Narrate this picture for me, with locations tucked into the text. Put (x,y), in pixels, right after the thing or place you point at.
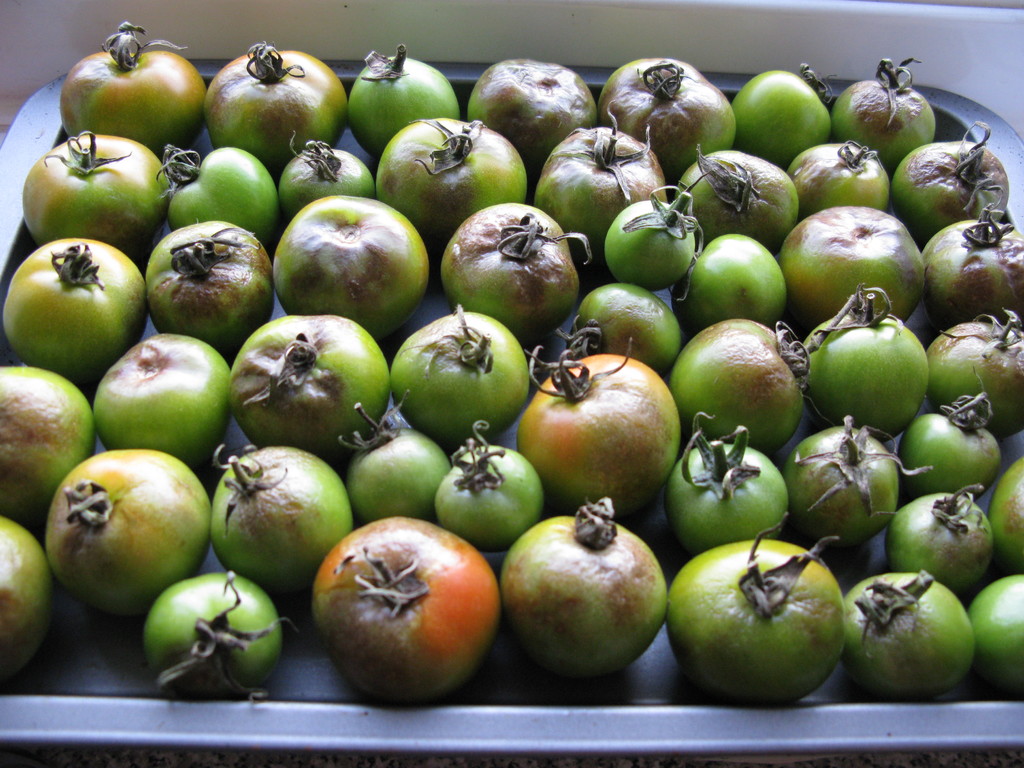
This image is taken indoors. In this image there are a few green tomatoes (513,575) on the tray (421,721).
